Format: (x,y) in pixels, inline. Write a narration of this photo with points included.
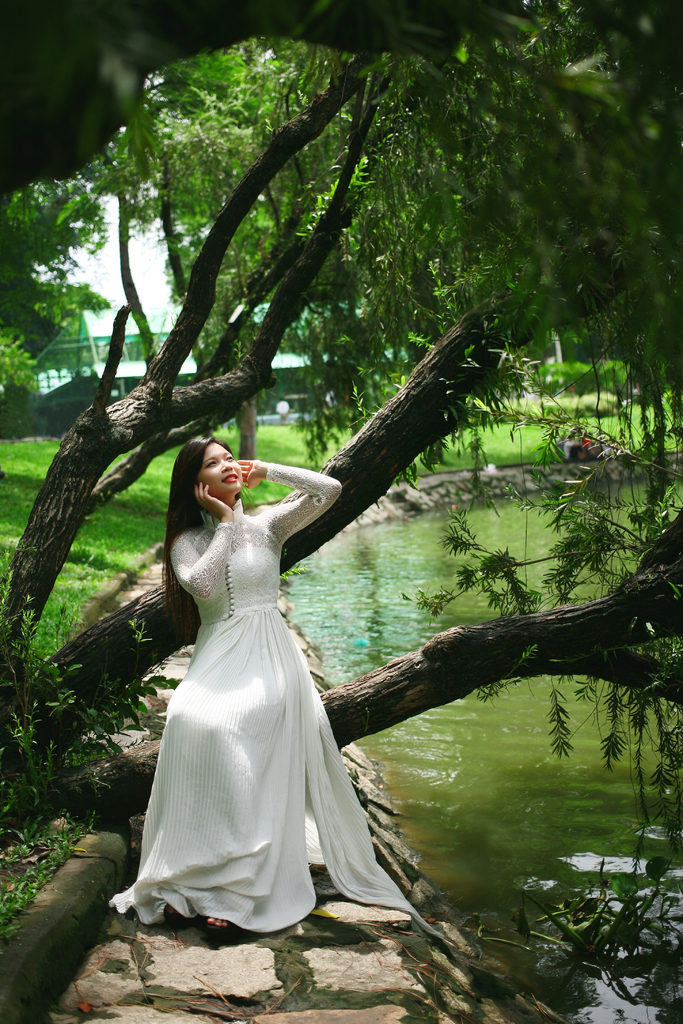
In this picture we can see a woman (265,737) wearing white dress (271,783) and sitting in the front (274,833). Behind there is a tree (434,605) and small pond water (544,752).
